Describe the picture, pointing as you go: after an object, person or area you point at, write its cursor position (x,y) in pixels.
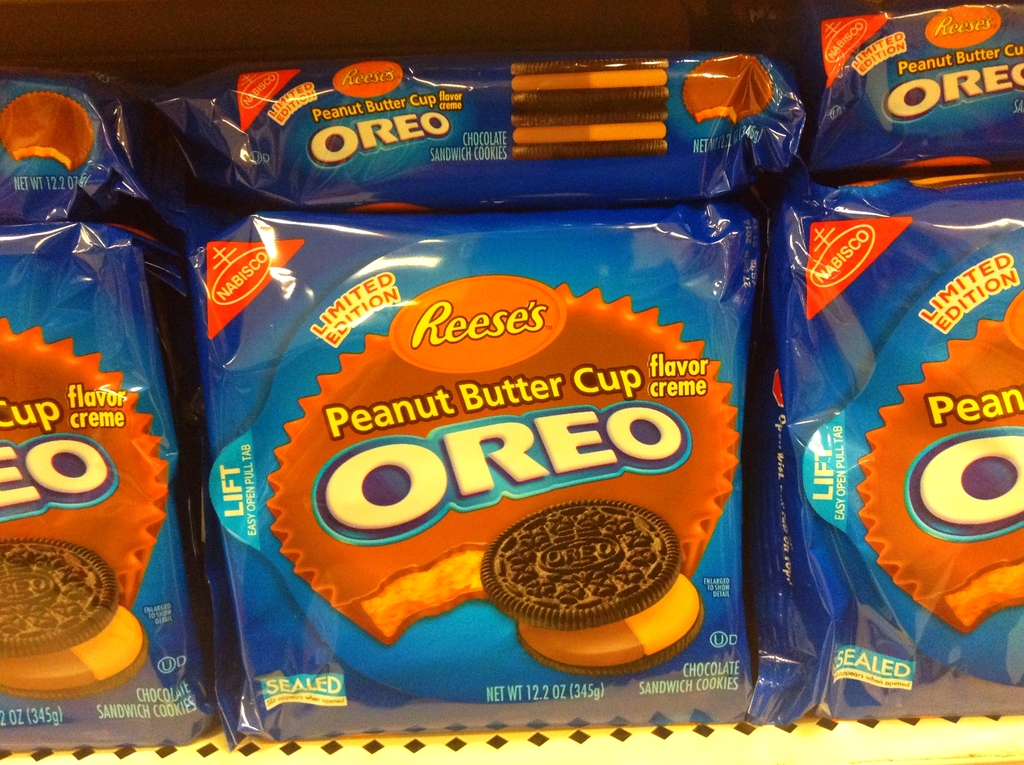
This image consists of biscuit packets (238,420) in blue color. They are kept in a rack (590,730).
